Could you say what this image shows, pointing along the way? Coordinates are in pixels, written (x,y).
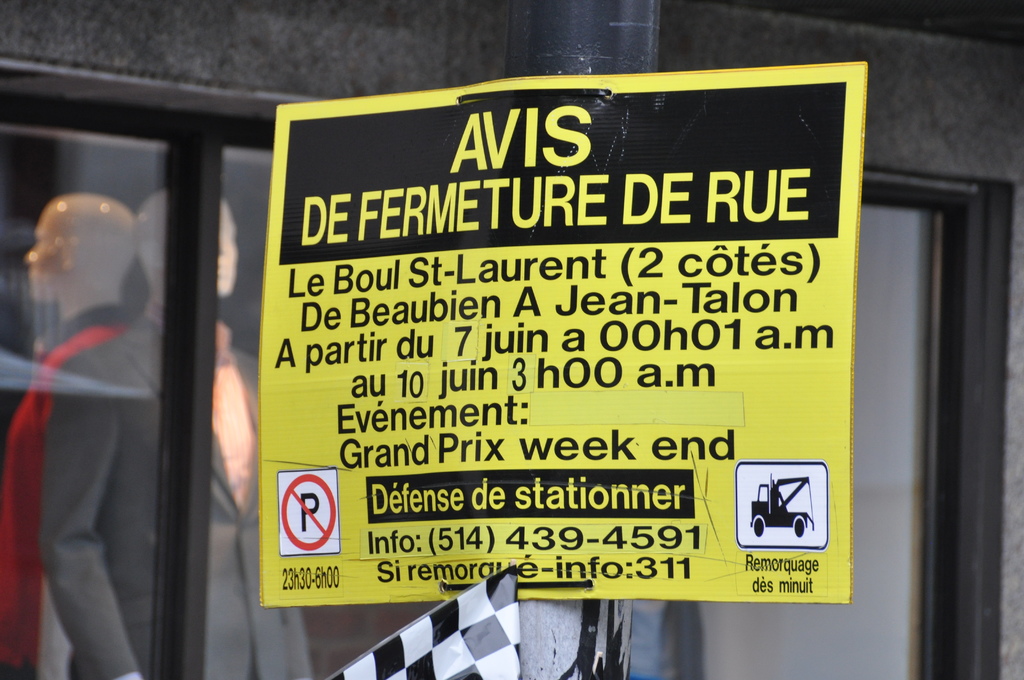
In this image, in the middle (663,436), we can see a pole (641,70), on the pole (649,59), we can see a hoarding (551,378) with some pictures (772,467) and text (585,273) on it. On the left side (202,360), we can see a glass door (30,278). In the glass door (163,412), we can see a mannequin (45,286). In the background (984,147), we can see a wall (887,96).
